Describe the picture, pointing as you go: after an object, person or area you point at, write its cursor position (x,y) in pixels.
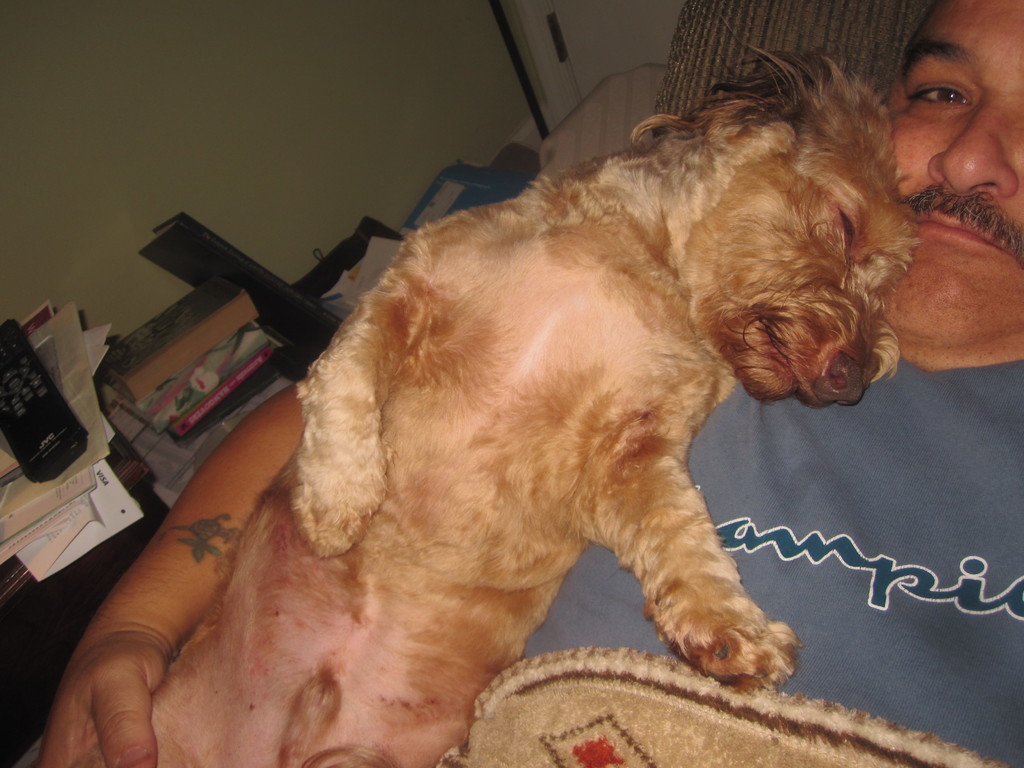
In this image I can see a small dog (594,409) sleeping on the man (860,510). This man (898,510) is wearing a blue T-Shirt (944,555). I think is a kind of carpet (665,744) or a blanket (752,743). at background (179,121) I can see a wall (305,162) and I think this is a door (571,42). I think this is a pillow (750,28). At the left corner of the image (55,384) I can see a remote (37,419) and few letters (84,498) and some books (190,362) placed on the table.
